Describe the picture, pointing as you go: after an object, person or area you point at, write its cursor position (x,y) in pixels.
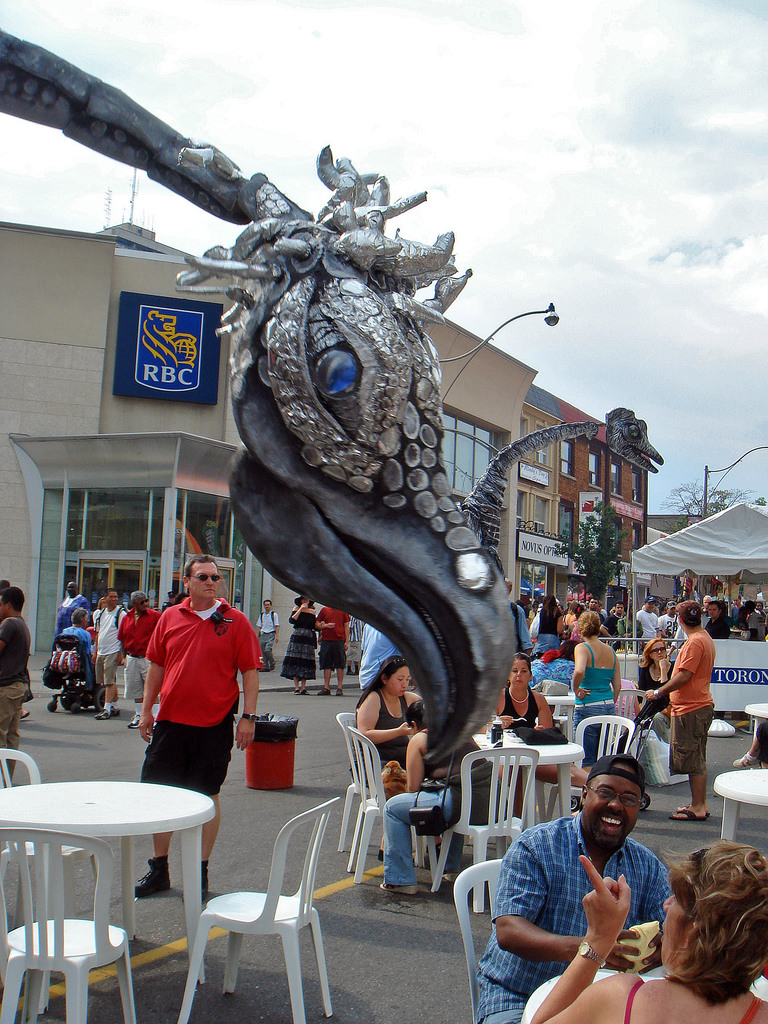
In this picture we can see a group of people (654,878) sitting on chairs (480,840) and tables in front of them and there are other group of people (294,691) who are standing and walking on the road (287,707) here and there and we can see a dustbin (273,746) present and we can see a tent (689,532) present, we can see a building (45,367) present and we can see a statue of an Eagle mouth (291,431) present and the sky (524,339) is cloudy.
